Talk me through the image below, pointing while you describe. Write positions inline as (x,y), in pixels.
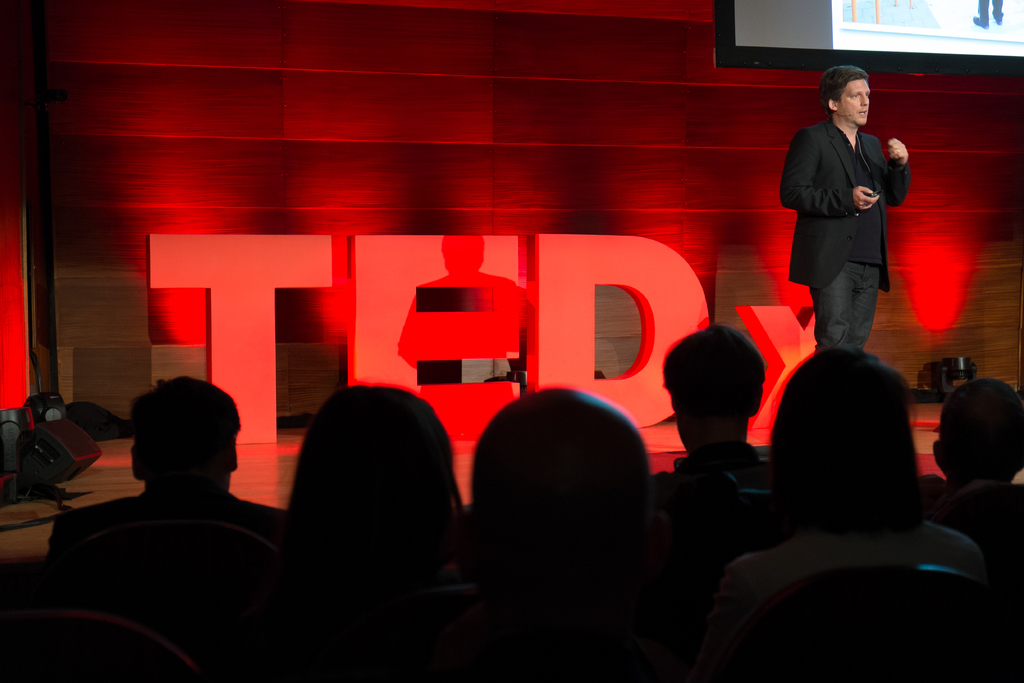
In the image there is a person (842,158) in black dress (828,250) standing on right side (838,219) on stage (56,496) and behind him there is a name board (294,285) and a screen (747,6) above, in the front (988,646) there are few people (499,537) sitting on chairs (873,586).
